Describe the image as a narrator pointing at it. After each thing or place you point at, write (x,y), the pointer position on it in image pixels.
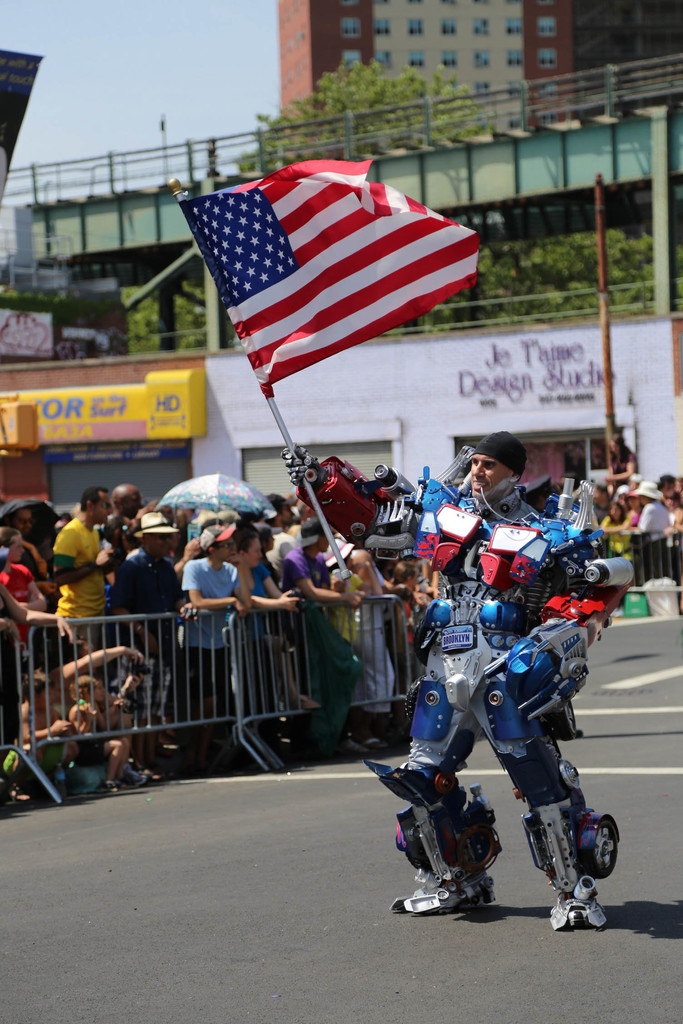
In this image we can see many people (203,623). There are barriers (216,662) in the image. A person (423,799) is standing and holding a USA flag (387,274). There are few stores (365,402) in the image. There is a building (537,15) and many trees (573,241) in the image.
